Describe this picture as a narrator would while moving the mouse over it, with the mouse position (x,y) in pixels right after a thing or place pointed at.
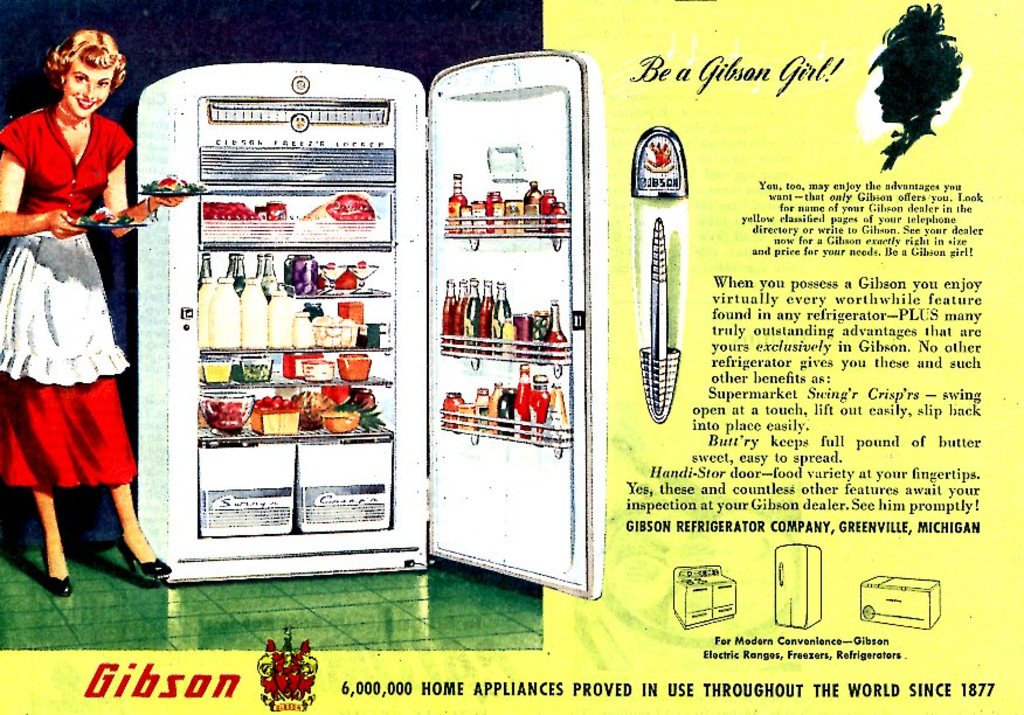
In this image we can see a poster (771,125) with text (793,352) and images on the right side of the image (820,263) and on the left (323,431) there is a fridge (414,476) with bottles (495,204) and food items (254,422) in the fridge (244,355) and a woman (57,370) holding plates (97,225) with food (174,189) beside the fridge (184,216).
